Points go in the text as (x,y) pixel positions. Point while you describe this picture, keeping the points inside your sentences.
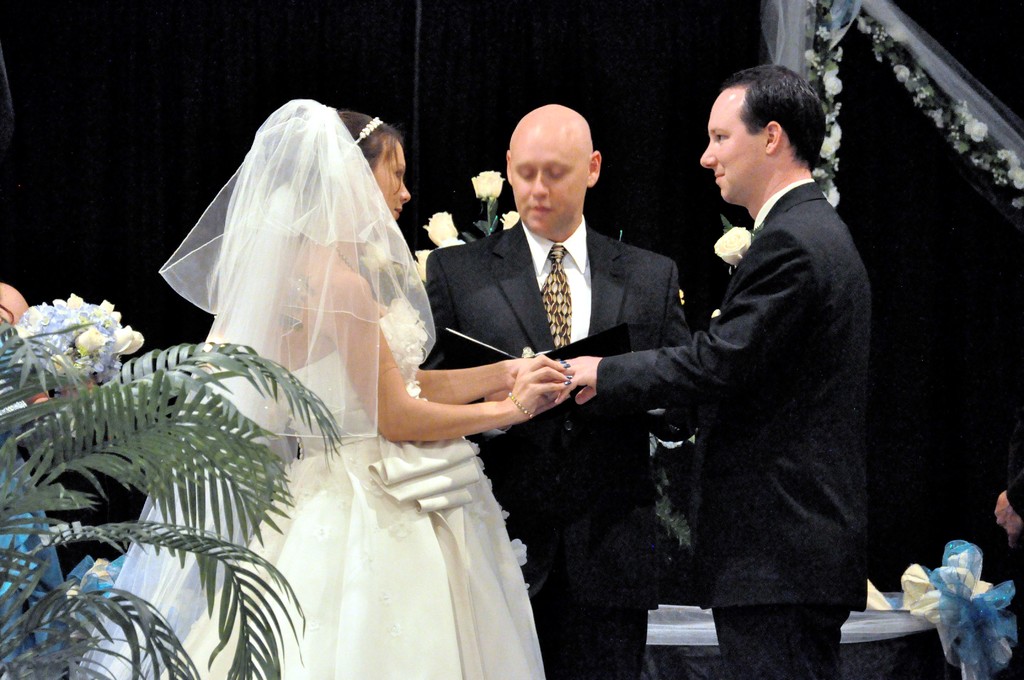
In this image I can see three persons (328,206) are standing on the floor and a houseplant (9,342). In the background (907,170) I can see a curtain (722,41) and flowers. This image is taken may be in a hall (670,324).
